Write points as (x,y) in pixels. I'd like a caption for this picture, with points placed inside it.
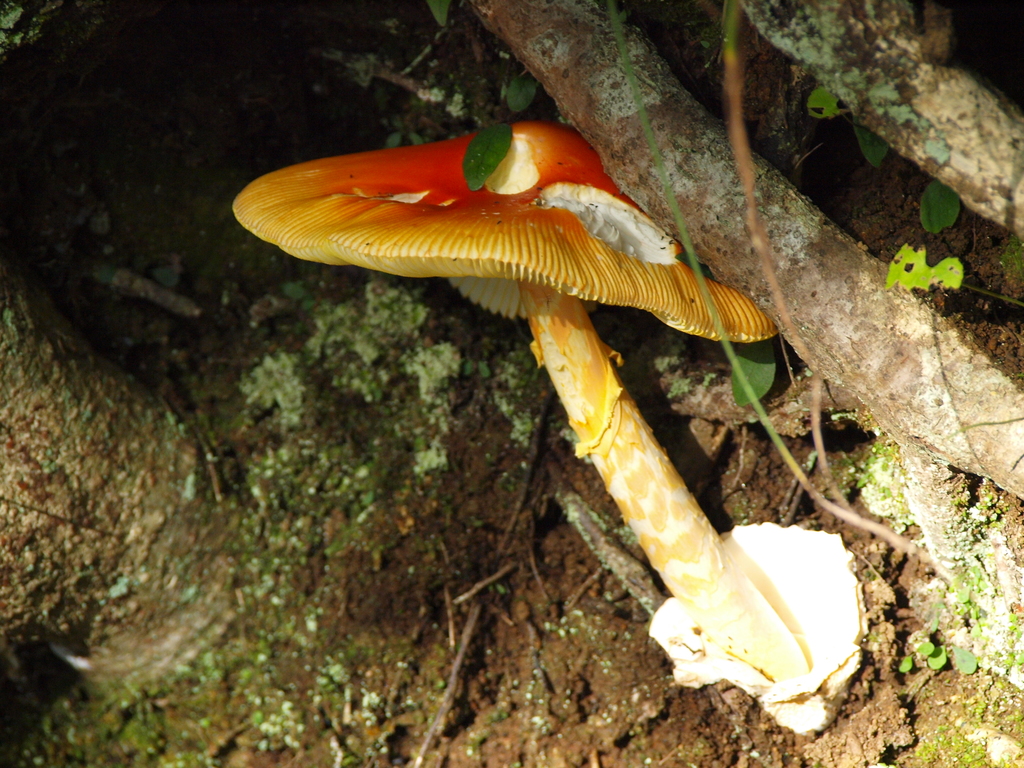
This picture shows about the image. In front (420,241) we can see some yellow and Orange color mushroom (525,300) on the ground (1011,274). Beside we can see some plant roots (846,374).
